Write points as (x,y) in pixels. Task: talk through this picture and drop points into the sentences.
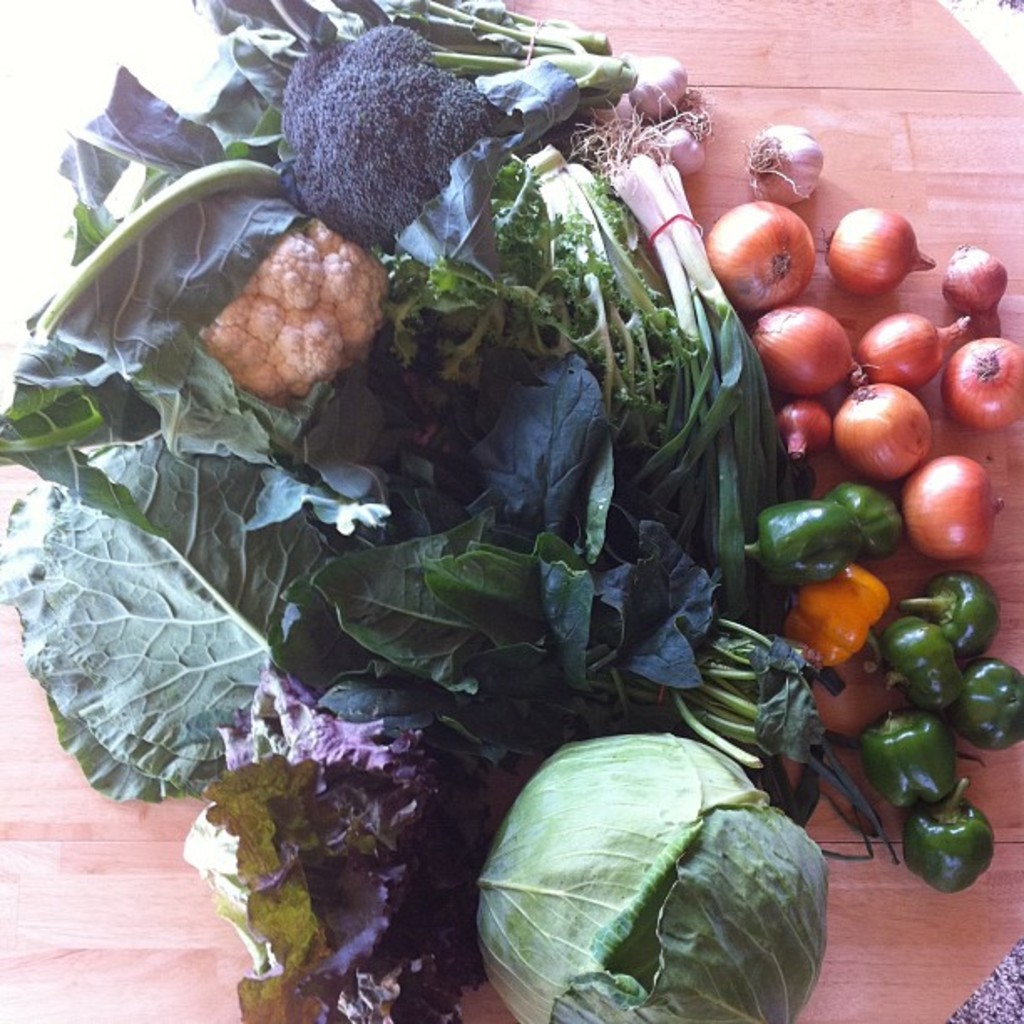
In the picture I can see onions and some other vegetables (507,583) on a wooden surface (745,137).
